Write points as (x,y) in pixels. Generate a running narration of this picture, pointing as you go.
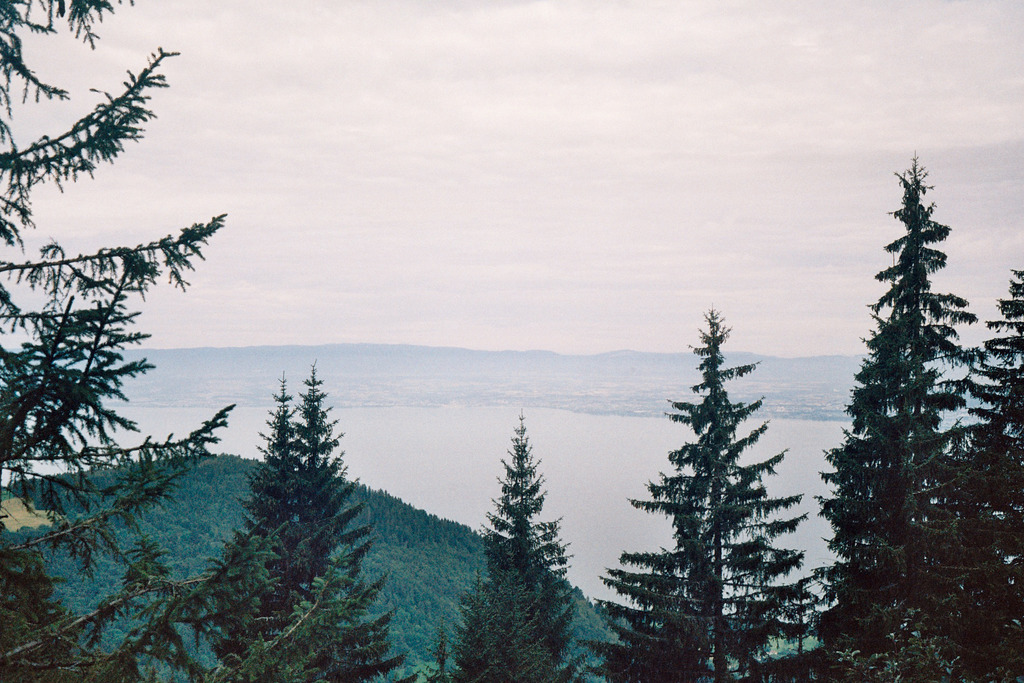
In this image in front (889,485) there are trees (215,417). And at the background (401,447) there are mountains (457,372), Water (653,432) and a sky (653,168).
